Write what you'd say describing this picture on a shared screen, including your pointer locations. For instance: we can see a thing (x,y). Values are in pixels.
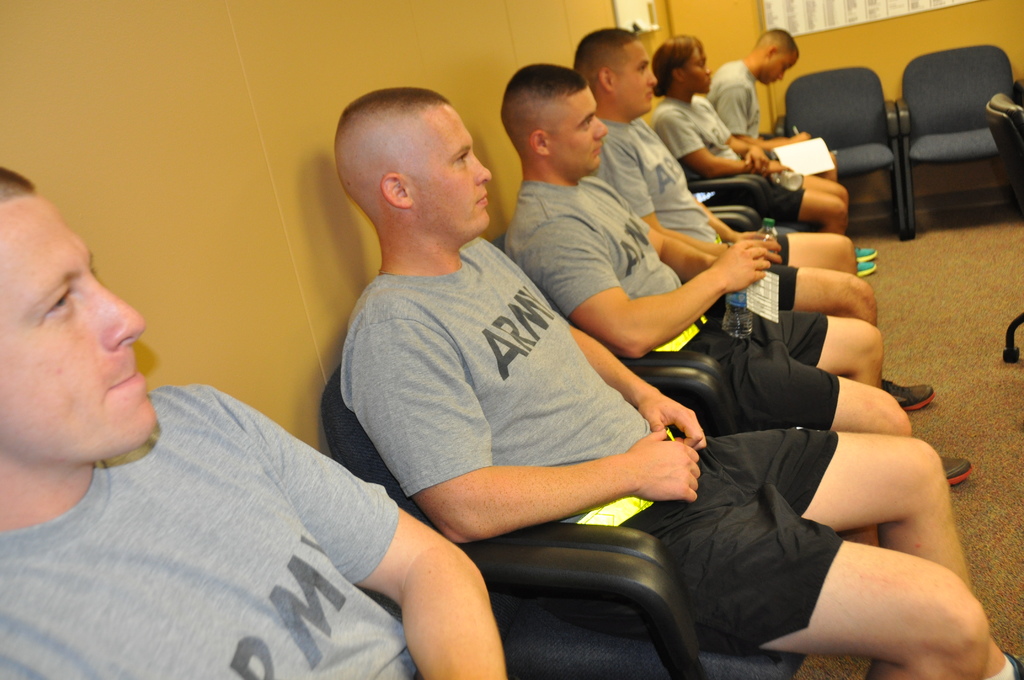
On the background (852,33) we can see wall (901,38). chairs (929,130). here we can see all the persons (629,345) sitting on chairs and few (737,340) are holding water bottles (727,315) in their hands (717,279). This is a floor (955,403).
